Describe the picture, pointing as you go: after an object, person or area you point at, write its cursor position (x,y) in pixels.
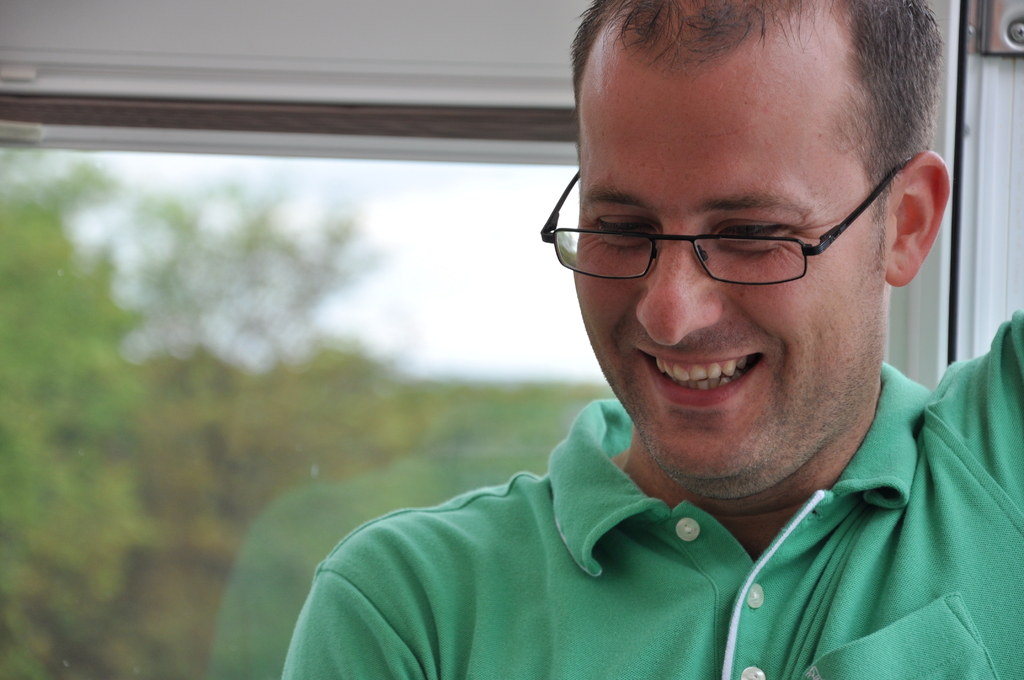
On the right side (883,38), there is a person (910,50) in a green color t-shirt (831,541), wearing spectacles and smiling. Beside him, there is a glass window (246,356). Through this window (515,355), we can see there are trees (117,375) and clouds (419,232) in the sky (419,232).
